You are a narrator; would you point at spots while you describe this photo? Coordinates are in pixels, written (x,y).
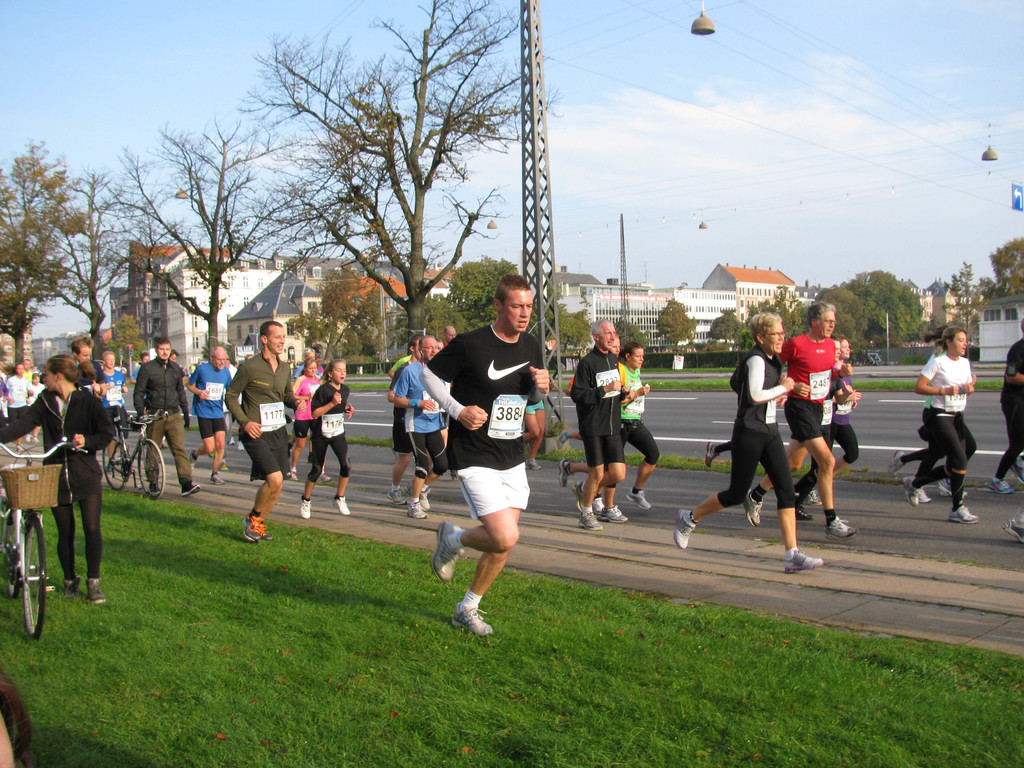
In this picture, we can see a few people (471,349) running, and we can see some posters (263,408) attached to their T-shirts (480,393), and a few with bicycles (22,486), and we can see the ground (470,742) with grass (651,760), road (867,473), poles (539,28), buildings (256,287), trees (238,253), wires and some objects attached to it, and we can see the sky (897,152).
